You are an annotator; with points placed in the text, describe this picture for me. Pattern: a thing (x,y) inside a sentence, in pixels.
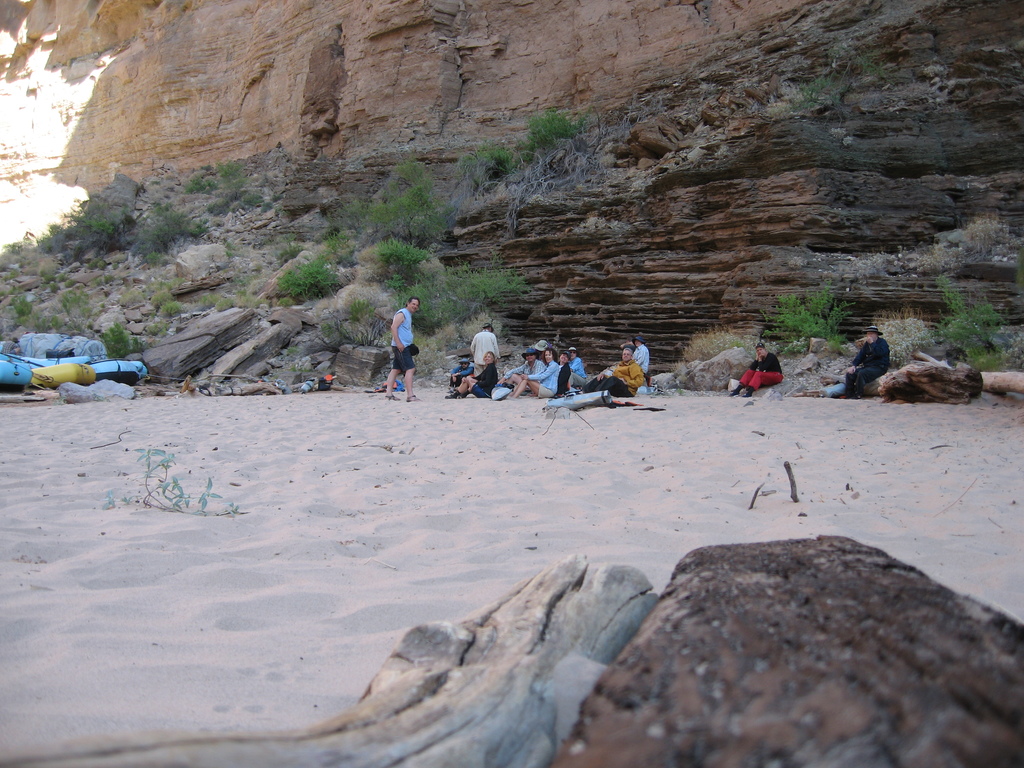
In the background of the image (256,221) there is a mountain (749,157). There are people (633,374) sitting in sand (437,485). At the bottom of the image (651,655) there is rock (674,710).
